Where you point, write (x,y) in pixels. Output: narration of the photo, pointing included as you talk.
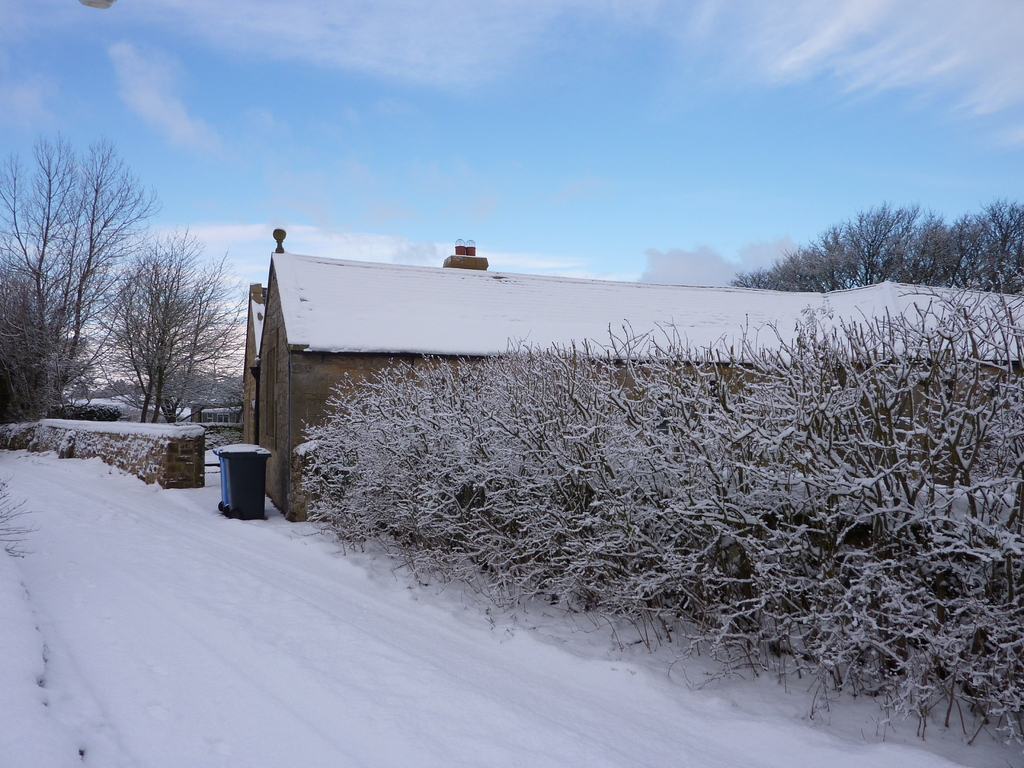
In the image there are two houses (361,349) and around the houses (562,296) there are many trees (59,278) covered with snow (861,634) and the path (210,585) in front of the houses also filled with dense ice (210,616).
